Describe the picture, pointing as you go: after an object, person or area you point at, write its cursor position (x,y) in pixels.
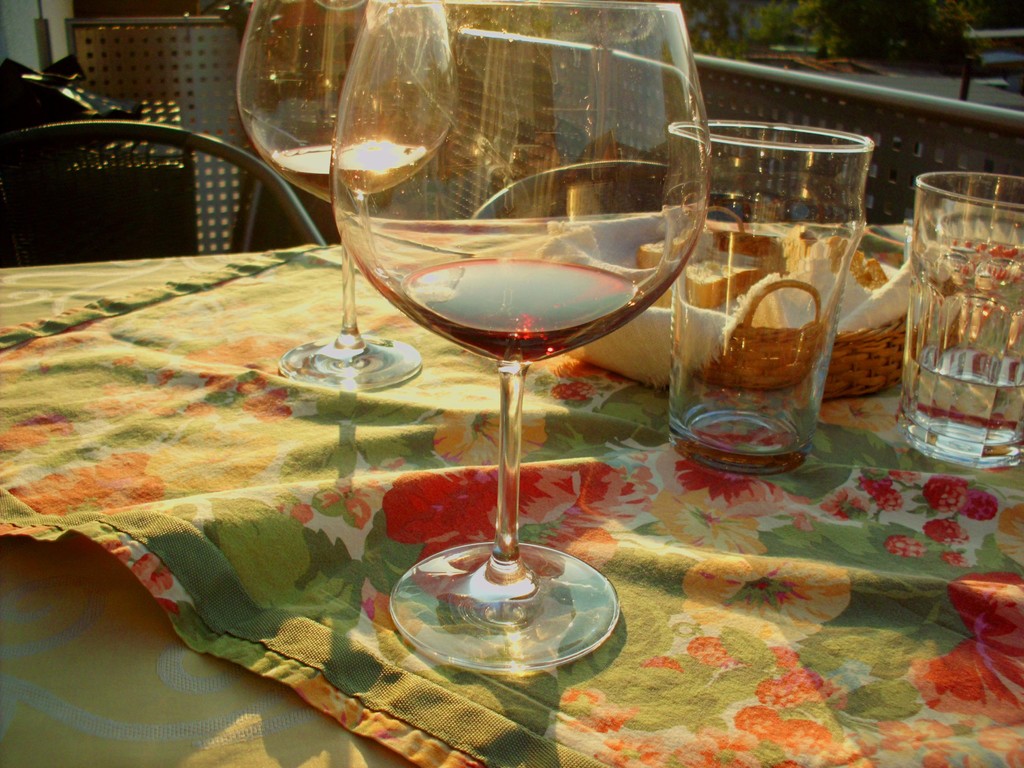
This picture is mainly highlighted with wine glasses (532,184), water glasses (776,339) and we can see bread pieces (876,277) in a basket (847,386), a floral cloth (737,629) on the table (509,672). On the background (35,162) we can see chairs (13,139) and trees (877,33).
